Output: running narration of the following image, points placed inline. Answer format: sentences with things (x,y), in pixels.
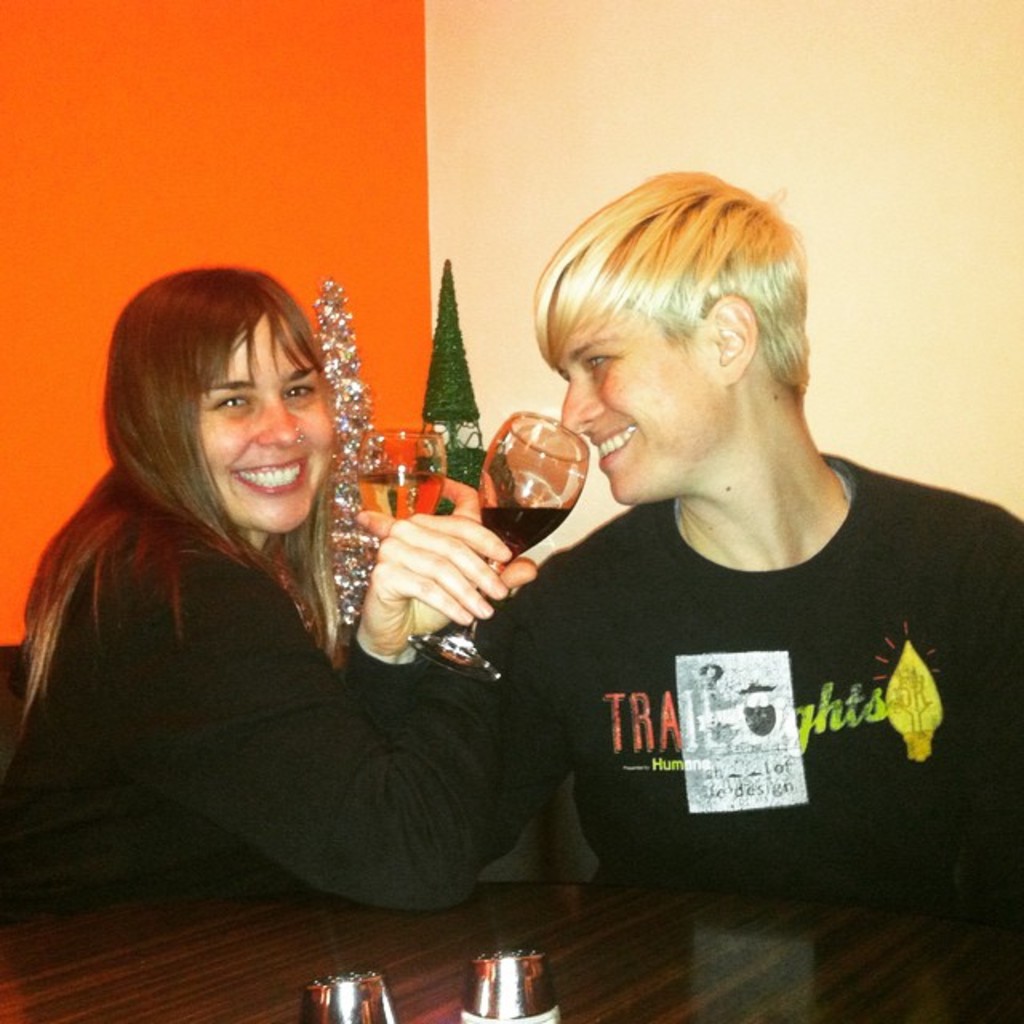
In this picture we can see a women (255,648) and a man (867,611), they are smiling and they hold a glass (513,548) with their hands (505,568). On the background (280,103) there is a wall (478,117). And this is the table (669,959).
